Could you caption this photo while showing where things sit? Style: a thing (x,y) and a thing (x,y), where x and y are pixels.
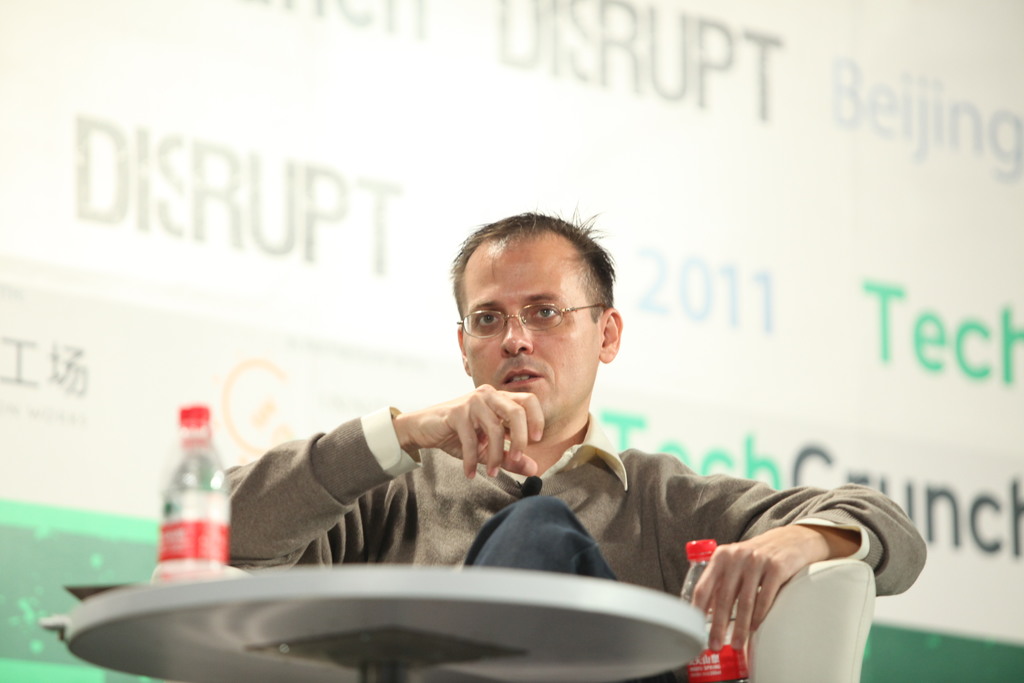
there is a person (525,268) sitting on a chair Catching a water bottle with table (362,665) in front (372,654) him.
